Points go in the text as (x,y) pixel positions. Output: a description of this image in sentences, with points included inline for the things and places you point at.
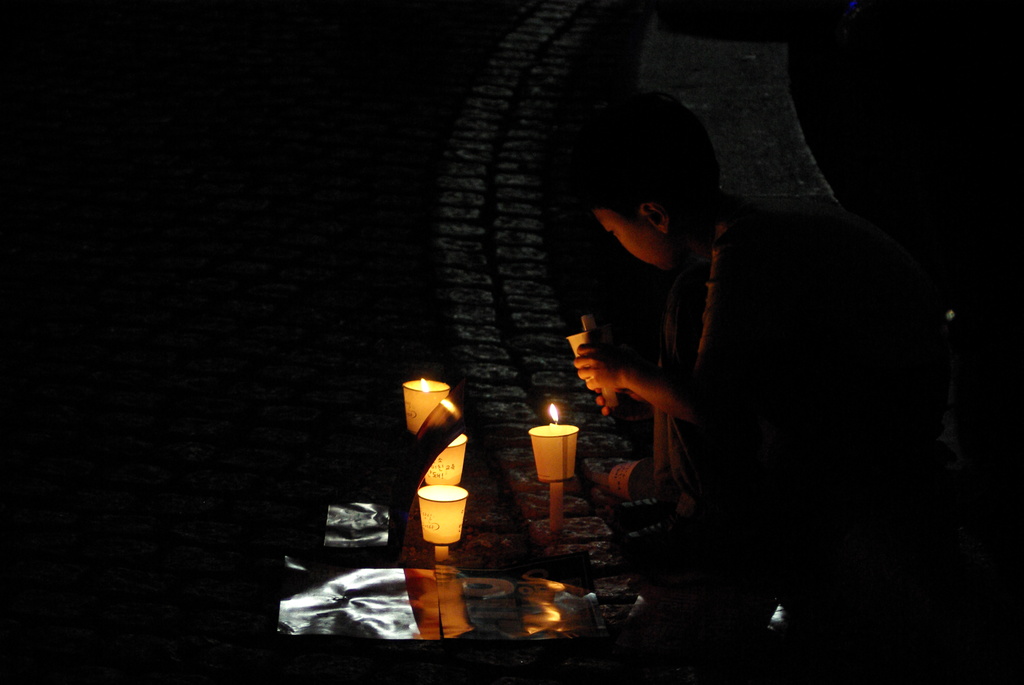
In the image there is a boy (833,381) sitting on the road (506,473) with candles (440,460) in front of him.
